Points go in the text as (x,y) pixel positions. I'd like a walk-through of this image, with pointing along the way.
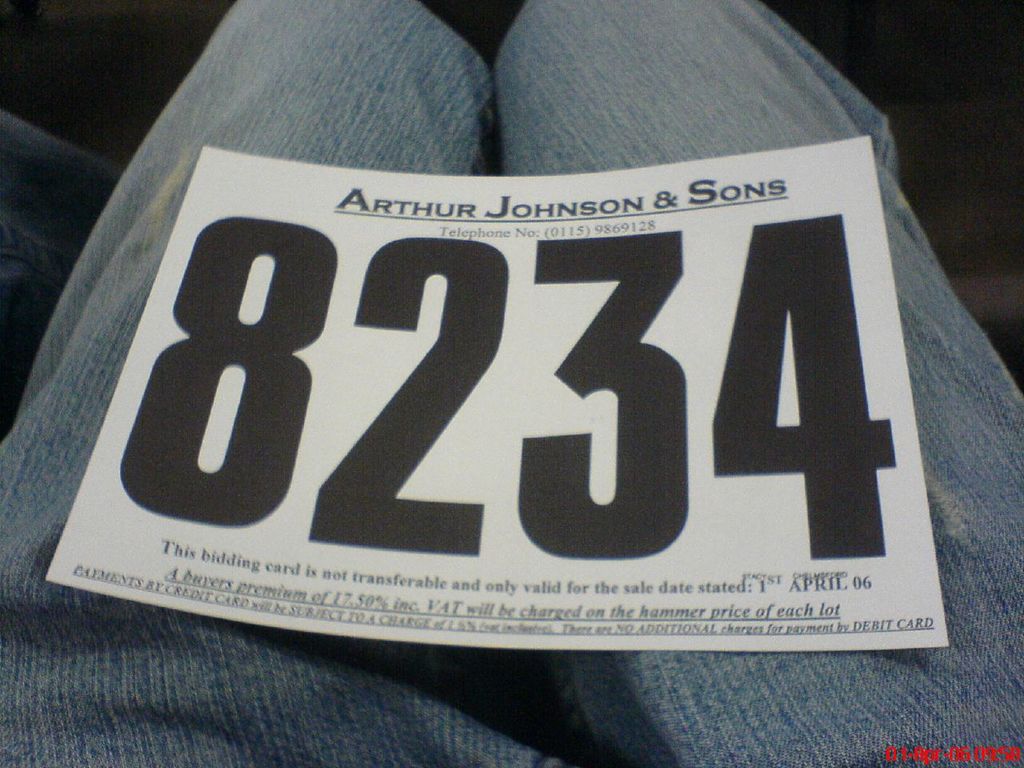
In this image I can see a paper (595,327) on the legs (92,733) of a person (26,458). Some matter (549,518) is written on it.
